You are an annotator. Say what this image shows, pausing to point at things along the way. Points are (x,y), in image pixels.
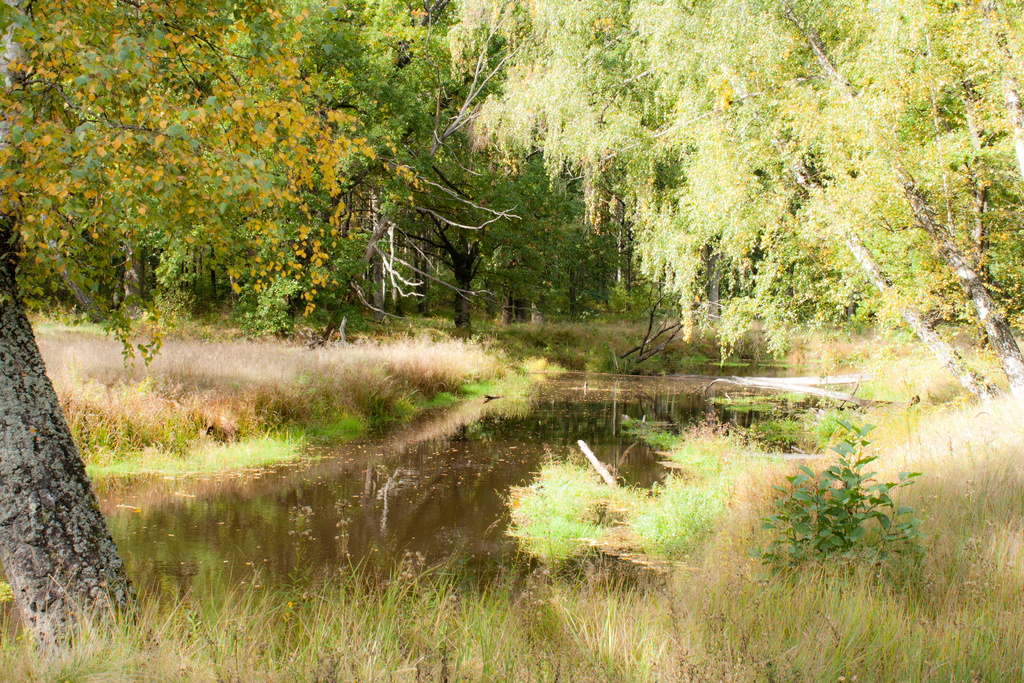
This is an outside view. In the middle of the image (569,386) there is a pond (451,447). Around there are many plants (205,407). On the left side (69,520) there is a tree trunk (75,470). In the background (545,169) there are many trees (523,127).
